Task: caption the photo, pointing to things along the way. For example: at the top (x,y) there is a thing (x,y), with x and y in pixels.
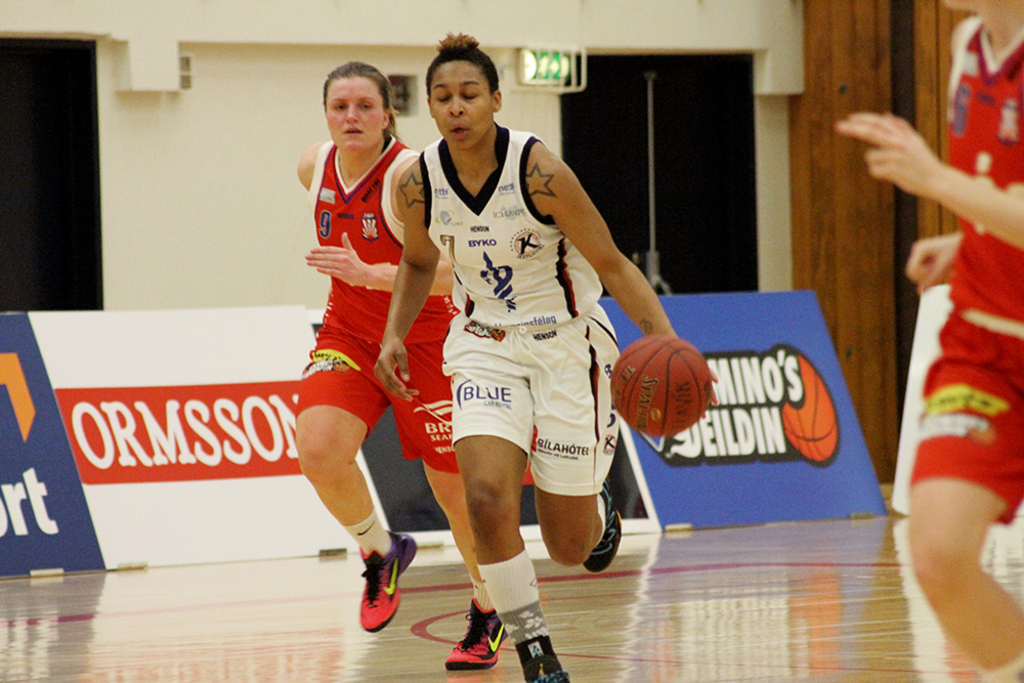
In this image in the center (362,284) there are two persons (446,332) who are running, it seems that they are playing basketball. In the background (43,461) there are some boards (43,461) and wall (243,122) and some lights (554,49). On the right side (961,284) there is one person (954,398) who is running, at the bottom (583,584) there is a floor (632,583).
